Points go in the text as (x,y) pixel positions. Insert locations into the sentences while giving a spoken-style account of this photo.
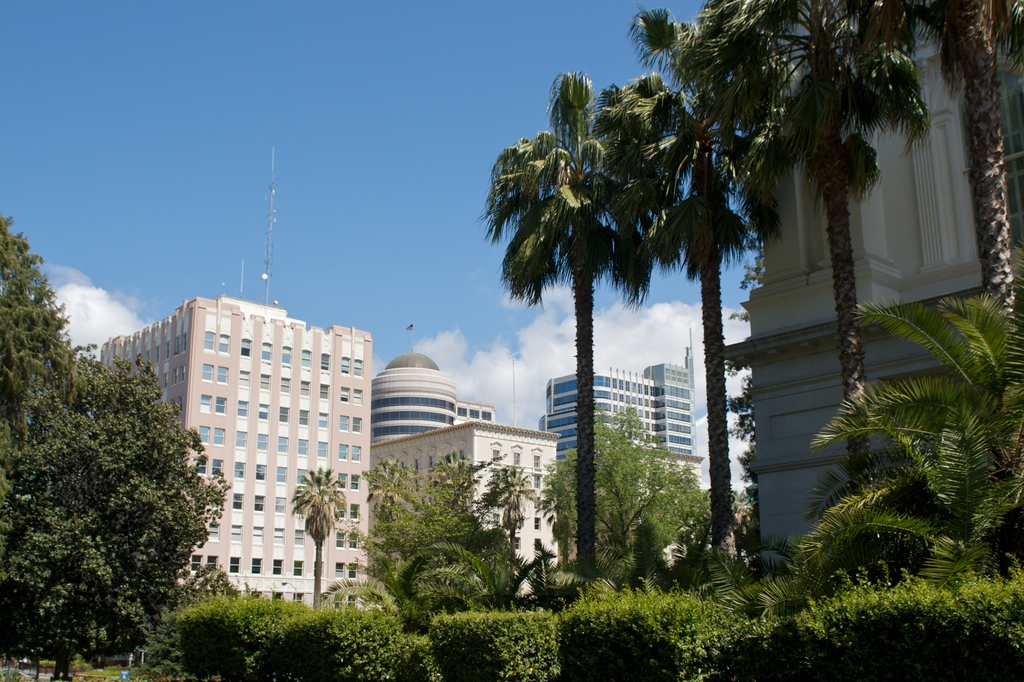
Here we can see plants (999,627), trees (2,448), poles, and buildings (908,276). In the background (384,216) there is sky (543,340) with clouds (547,293).
